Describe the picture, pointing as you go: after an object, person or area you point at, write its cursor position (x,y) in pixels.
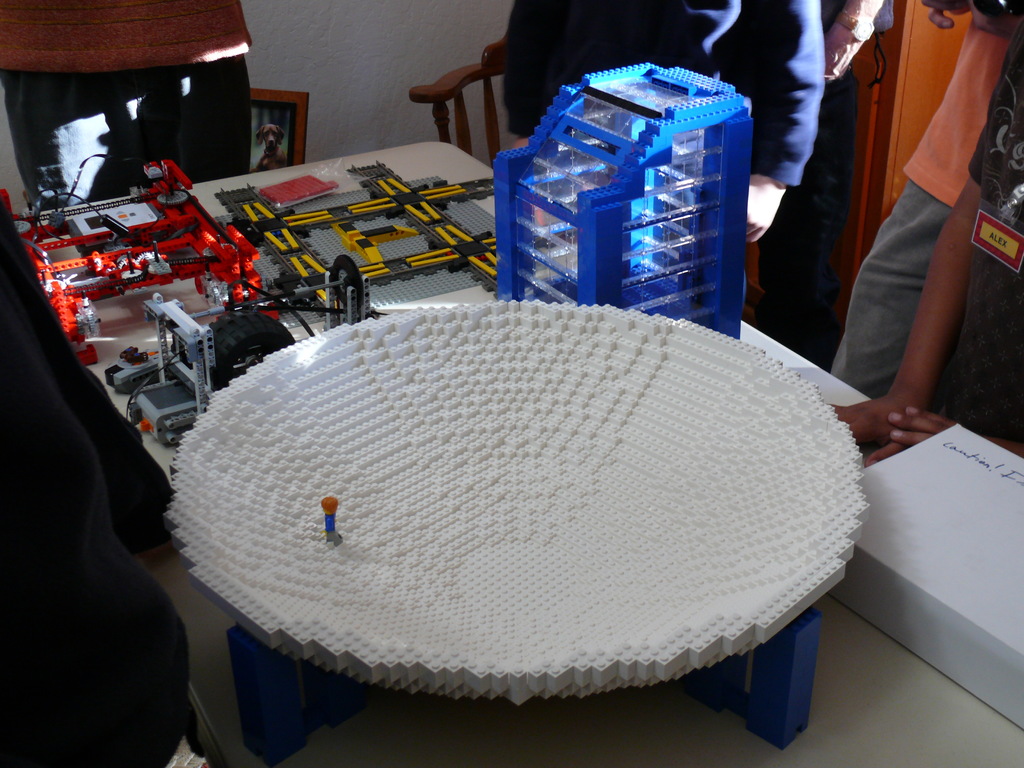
In the center of the image (512,460) there are crafts (540,385) which are made with lego bricks (714,630). There is a table (876,677). In the background (973,340) there are people (1022,211) standing around the table (394,168). There is a chair (461,73).
